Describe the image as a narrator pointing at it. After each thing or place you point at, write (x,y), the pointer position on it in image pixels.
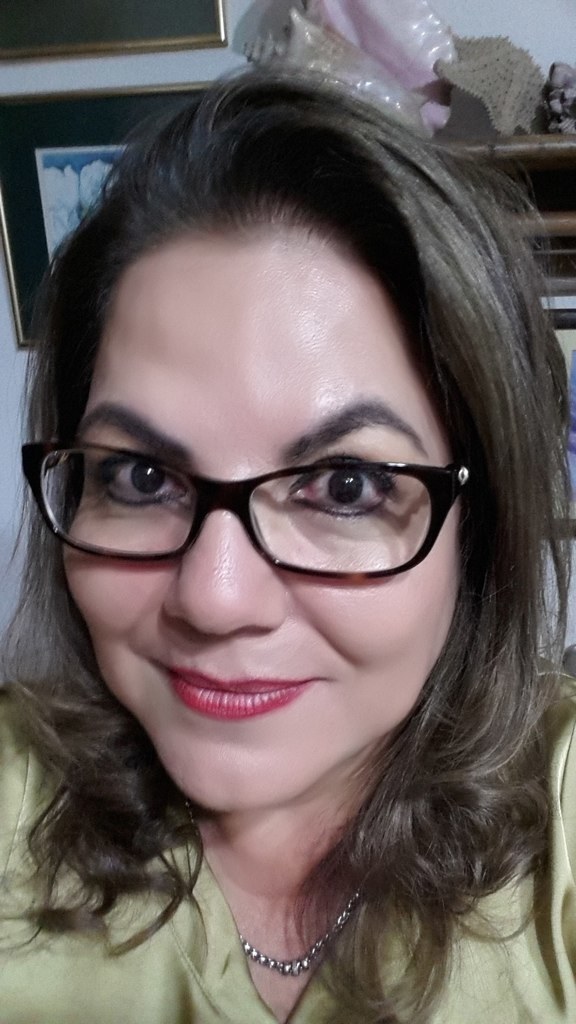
In this images in the foreground (271,470) there is one woman (237,583) who is wearing spectacles (206,504), and in the background (94,169) there are photo frames (94,135) and some objects (547,234) and wall (232,61).
